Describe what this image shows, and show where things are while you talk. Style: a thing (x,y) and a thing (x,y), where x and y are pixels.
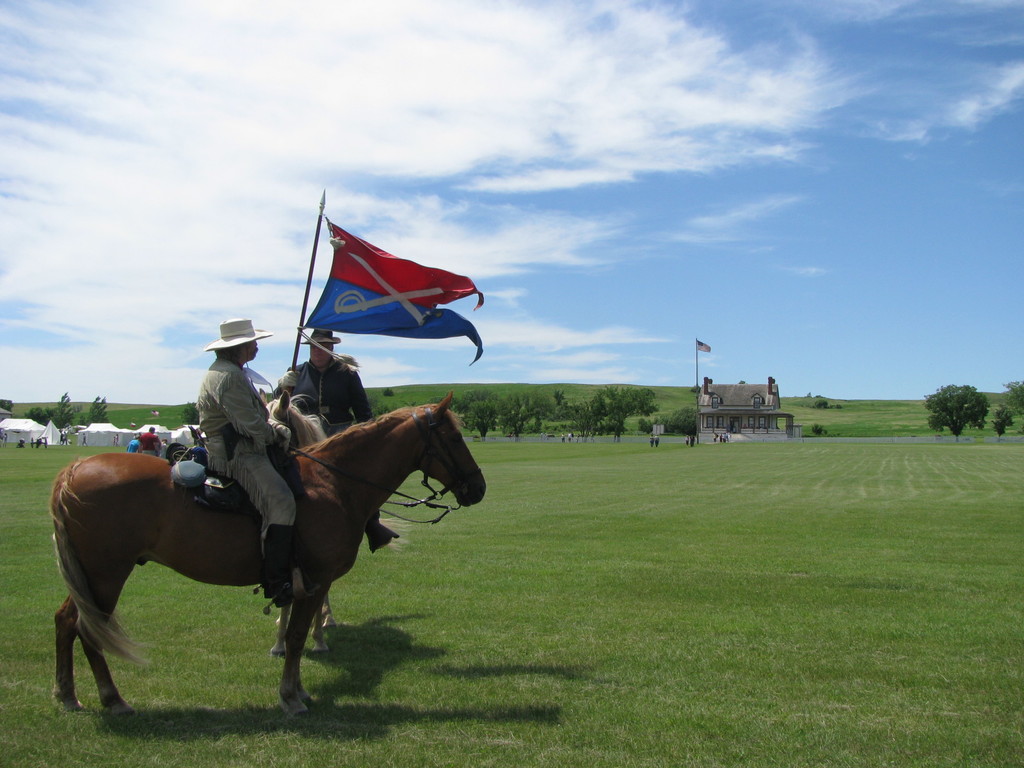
This picture is taken from outside of the city. In this image, on the left side (246,351), we can see a man (220,343) wearing a white color cap (234,340) is sitting on the horse (221,522) and holding a collar rope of a horse (361,430). On the left side (187,410), we can see some tents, a group of people (157,453), trees (98,413), plants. In the middle of the image (351,311), we can see a house (707,379), flag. On the right side (947,404), we can see some trees (943,429) and plants (926,404). In the background (693,412), we can see some trees (615,410), plants (648,408). At the top (554,94), we can see a sky (517,131) which is cloudy, at the bottom (568,627), we can see some plants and a grass (609,562).
